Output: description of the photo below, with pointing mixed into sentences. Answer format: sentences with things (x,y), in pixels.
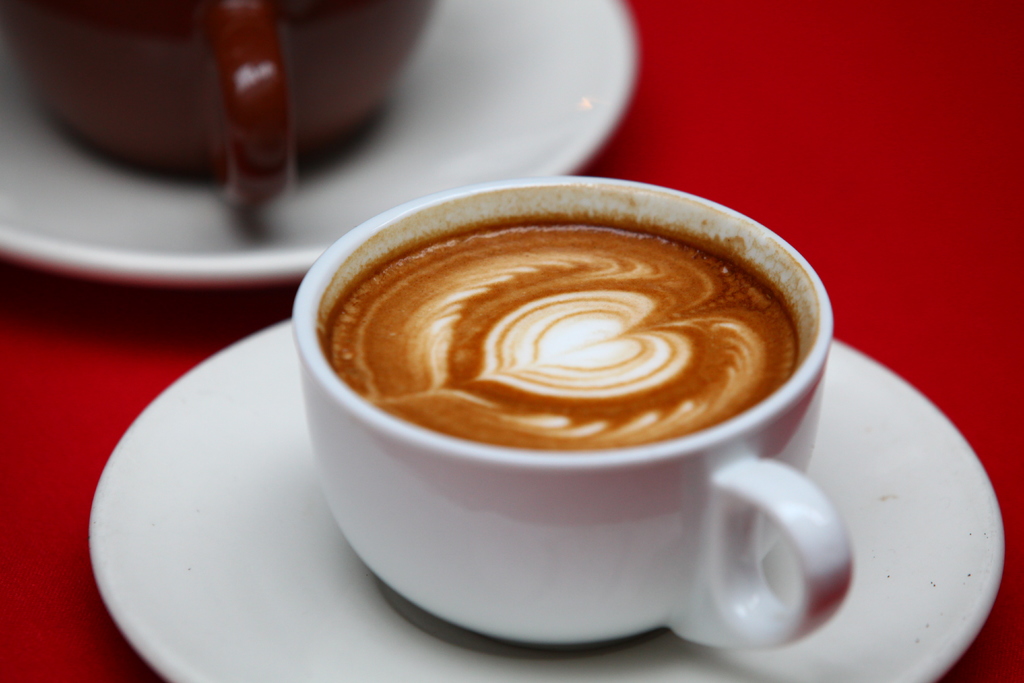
In this image I can see saucers (141,262) and coffee cups (197,110) are on the red surface (925,343).
